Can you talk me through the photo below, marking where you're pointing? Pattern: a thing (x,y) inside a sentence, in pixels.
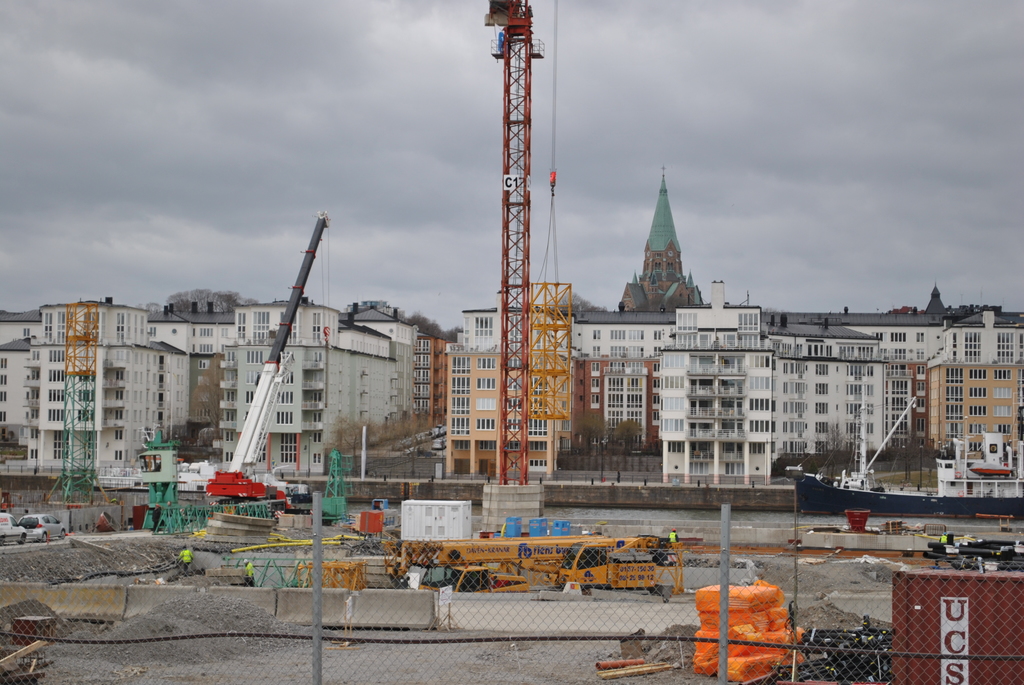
There is a fencing (729,569), construction site (364,560), vehicles (39,521) and buildings (844,375).
